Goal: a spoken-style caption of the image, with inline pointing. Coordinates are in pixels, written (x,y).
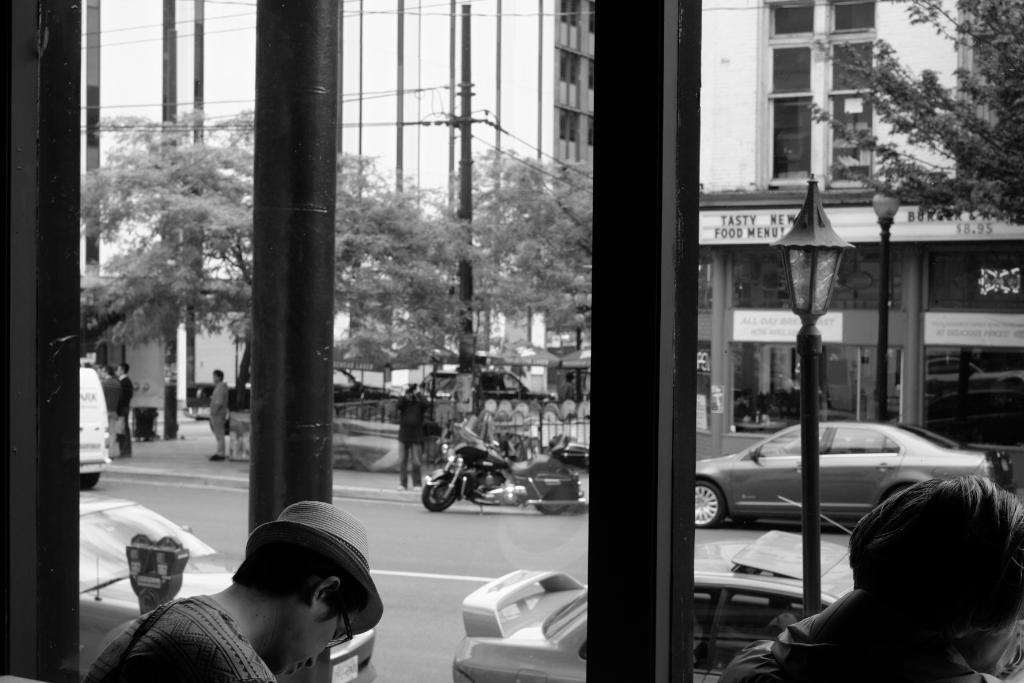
In this image there are two persons (990,504), parking meters (163,568), poles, pillars (289,14), lights (805,280), trees (572,281), iron grills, buildings (737,427), vehicles (517,385) on the road (521,515), group of people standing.
